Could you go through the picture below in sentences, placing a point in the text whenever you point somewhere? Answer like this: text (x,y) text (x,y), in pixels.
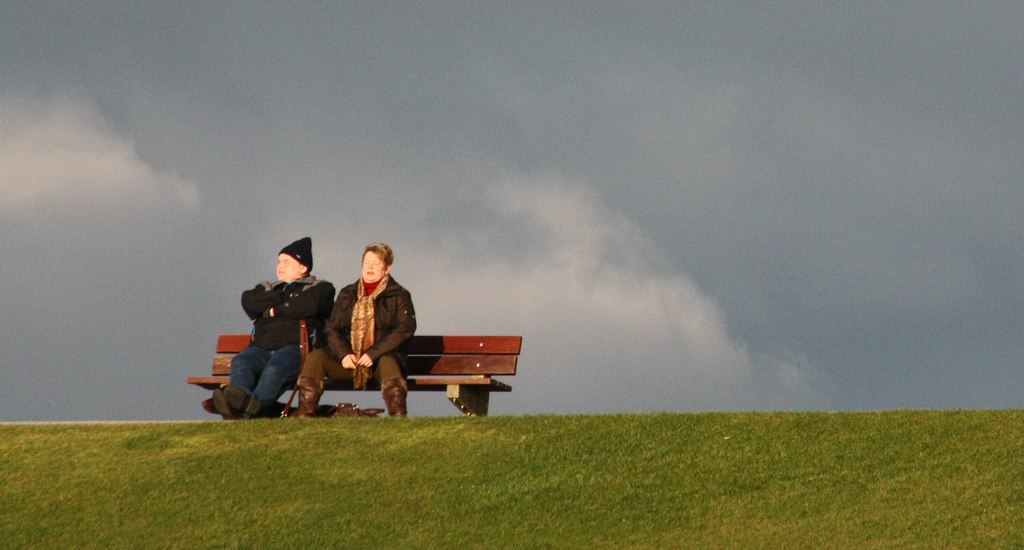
At the bottom (284,495) there is grass (427,471). In the middle of the picture (391,270) we can see two persons (305,363) sitting on a bench (498,361). In the background (186,204) sky (262,194) is cloudy.
